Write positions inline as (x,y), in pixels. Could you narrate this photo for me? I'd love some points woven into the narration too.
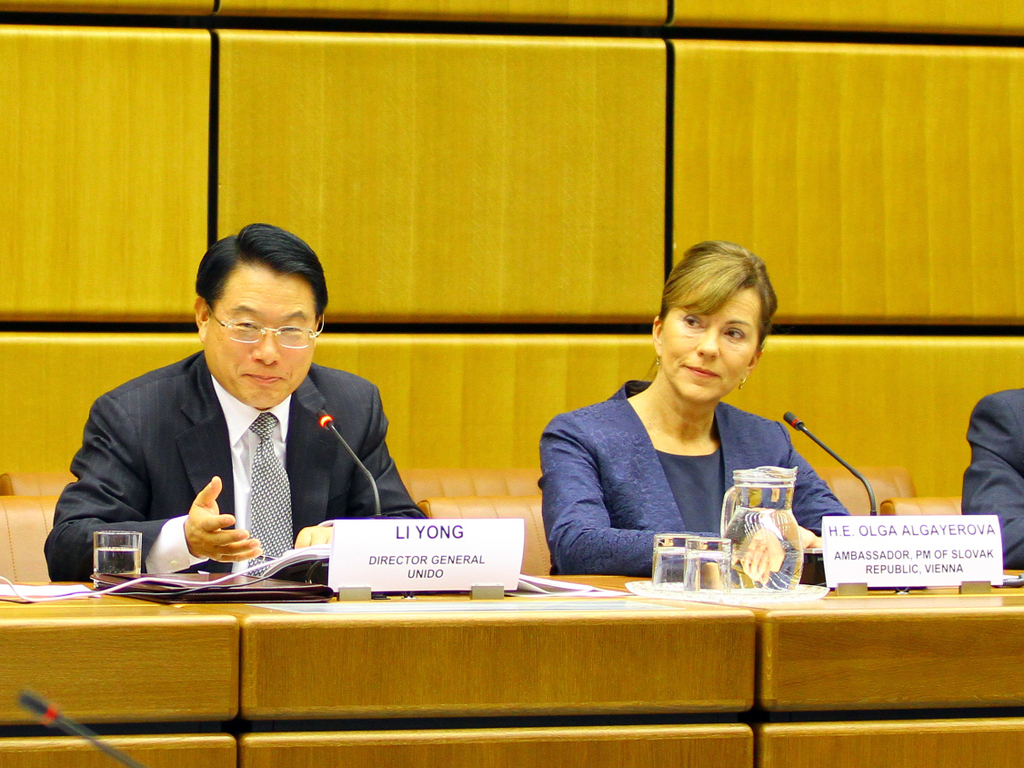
There are people (1019,464) sitting on chairs (877,479) and we can see microphones (865,484), name boards (854,525), jug (753,482), glasses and objects (311,564) on the table (234,665). In the background (548,353) we can see wooden wall (534,386).
